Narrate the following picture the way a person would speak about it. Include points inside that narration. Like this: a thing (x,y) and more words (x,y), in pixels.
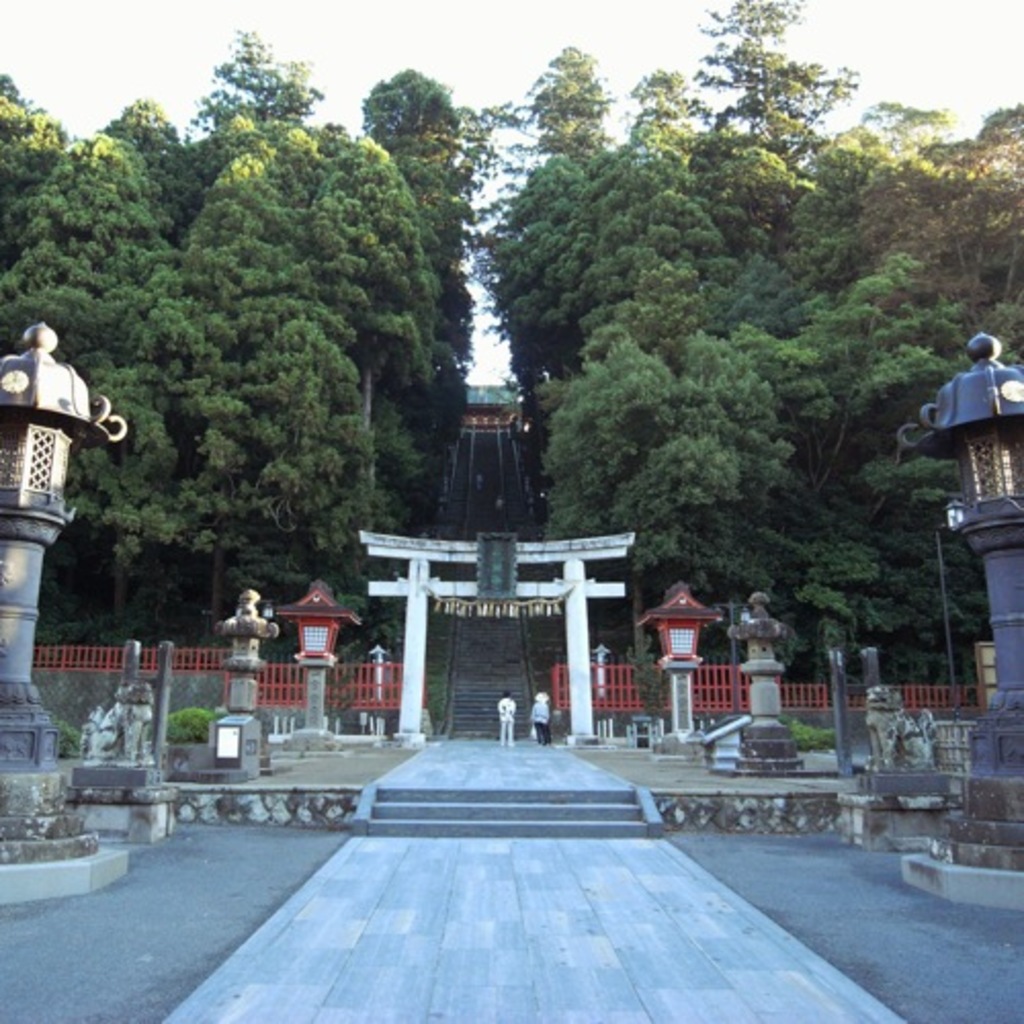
In the given image i can see an arch (407,718), people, stairs (499,680), trees (682,571), plants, pillars (991,555) and in the background (643,26) i can see the sky (471,84).
